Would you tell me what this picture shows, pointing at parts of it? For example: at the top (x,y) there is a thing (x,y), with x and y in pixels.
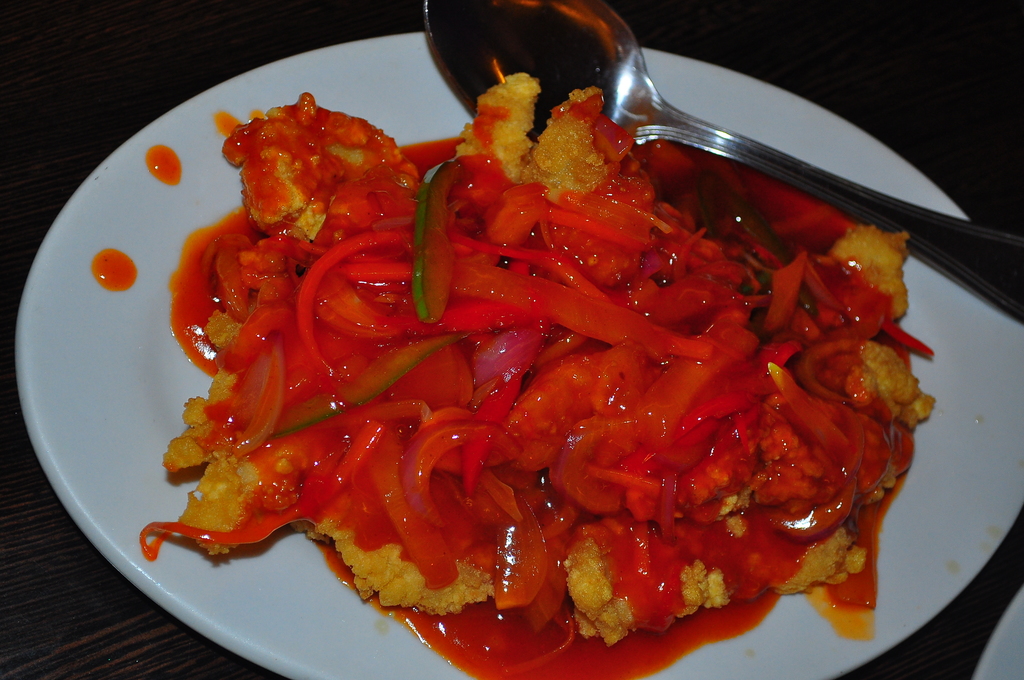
In this picture we can see some food items (475,400) and a spoon (754,146) on the plate (870,640). We can see a white object (998,660) in the bottom right (998,660).
